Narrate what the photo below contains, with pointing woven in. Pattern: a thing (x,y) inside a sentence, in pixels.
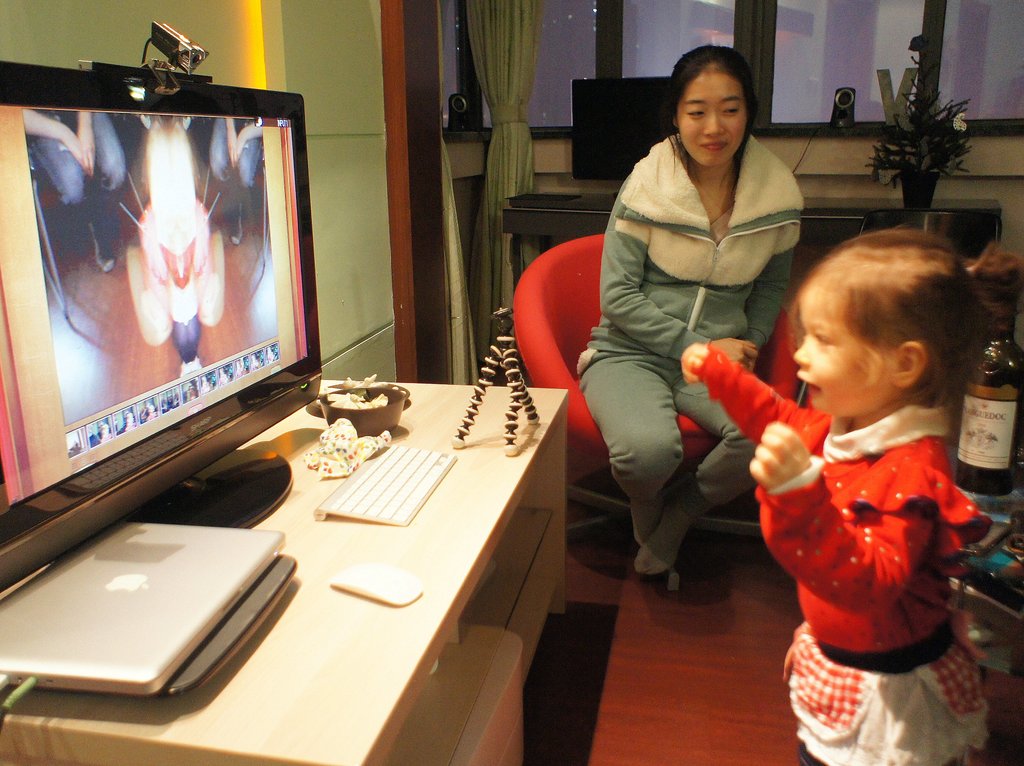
2 people (777,404) are present in a room (441,92). in the front (863,566) a person (863,566) is standing in front of a computer (147,374). at the back (657,329) a person (610,336) is sitting on the chair (553,310). in front of the computer (159,435) there is a laptop (178,635), mouse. back of the room (705,32) there are windows (621,35) and curtains (522,129).
